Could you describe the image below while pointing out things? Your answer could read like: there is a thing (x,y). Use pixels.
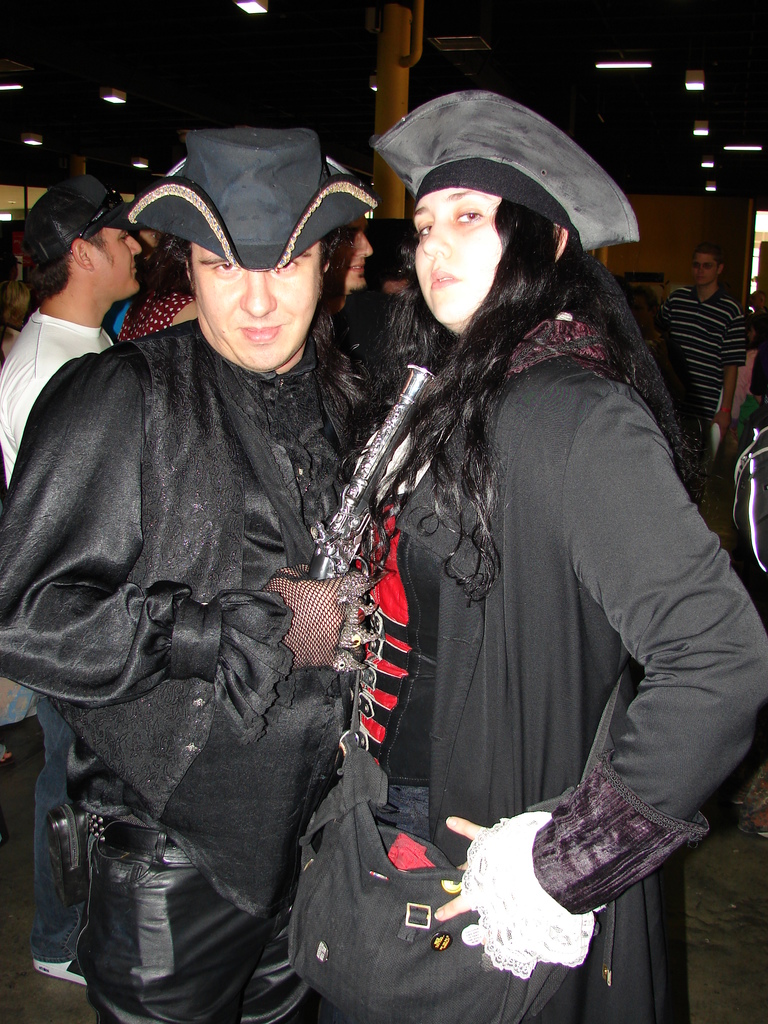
This picture describes about group of people (465,483), in the middle of the given image we can see a man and woman (422,344), they wore black color costumes (167,411) and caps (337,191), in the background (2,90) we can see few lights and a metal rod (385,60).
